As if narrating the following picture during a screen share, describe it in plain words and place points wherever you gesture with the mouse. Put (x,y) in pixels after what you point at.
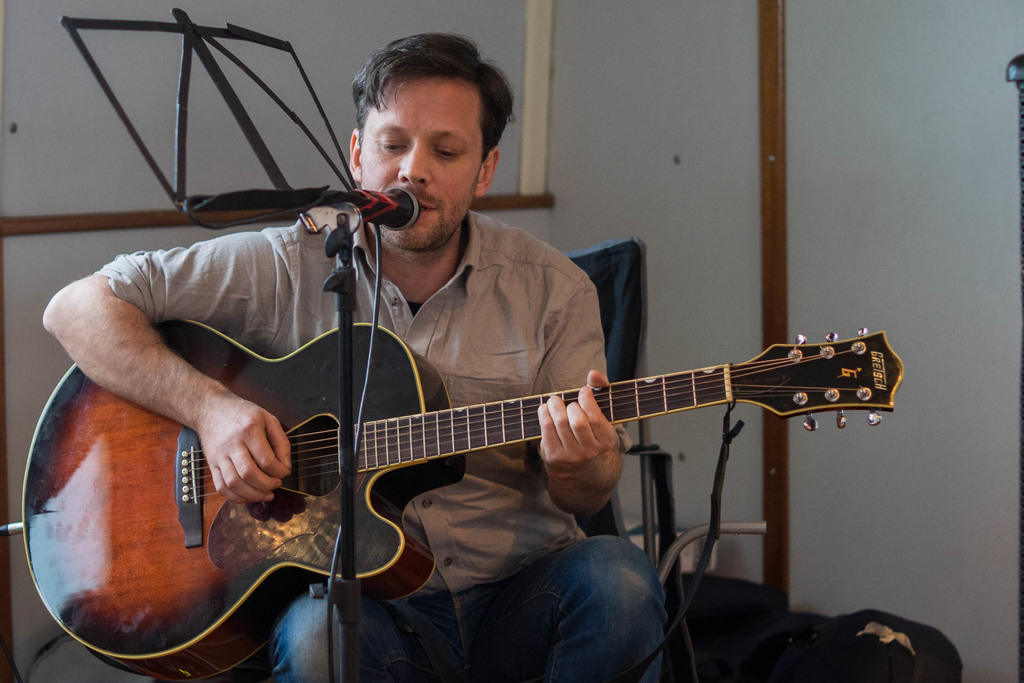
This picture one person (437,172) a sitting on a chair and playing guitar (250,582) and he sing a song with the help of microphone (382,195).
